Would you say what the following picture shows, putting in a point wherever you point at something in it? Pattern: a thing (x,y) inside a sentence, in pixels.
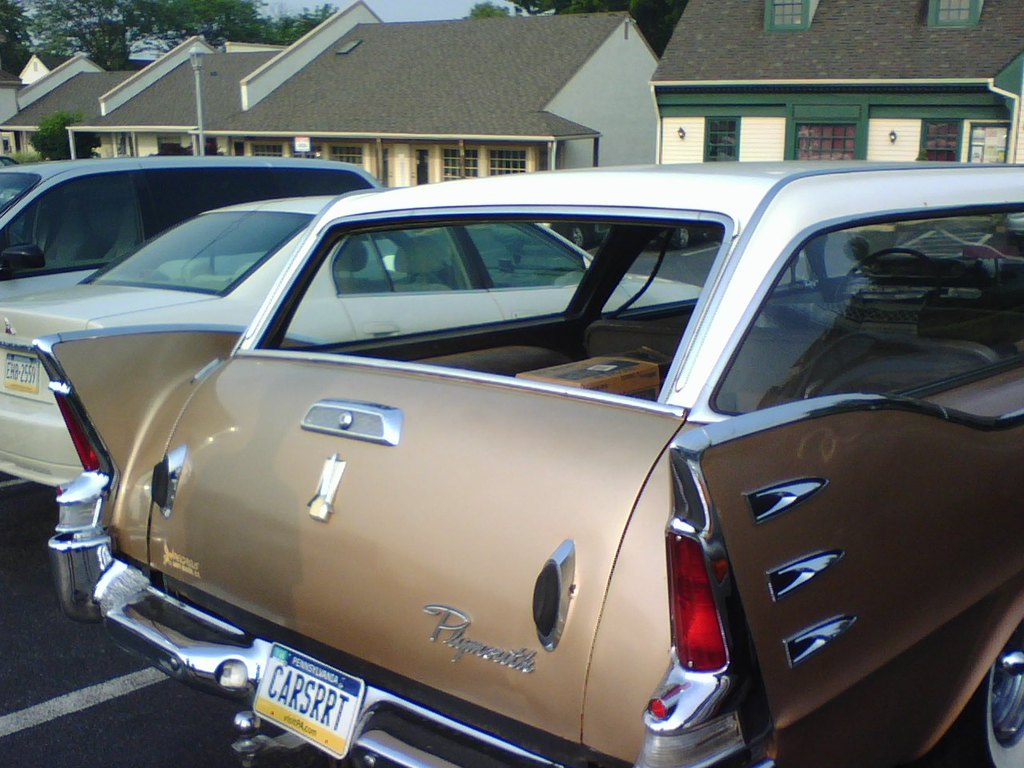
In the center of the image (445,345), we can see cars (339,375) and in the background (442,29), there are trees (182,15) and buildings (689,137).
